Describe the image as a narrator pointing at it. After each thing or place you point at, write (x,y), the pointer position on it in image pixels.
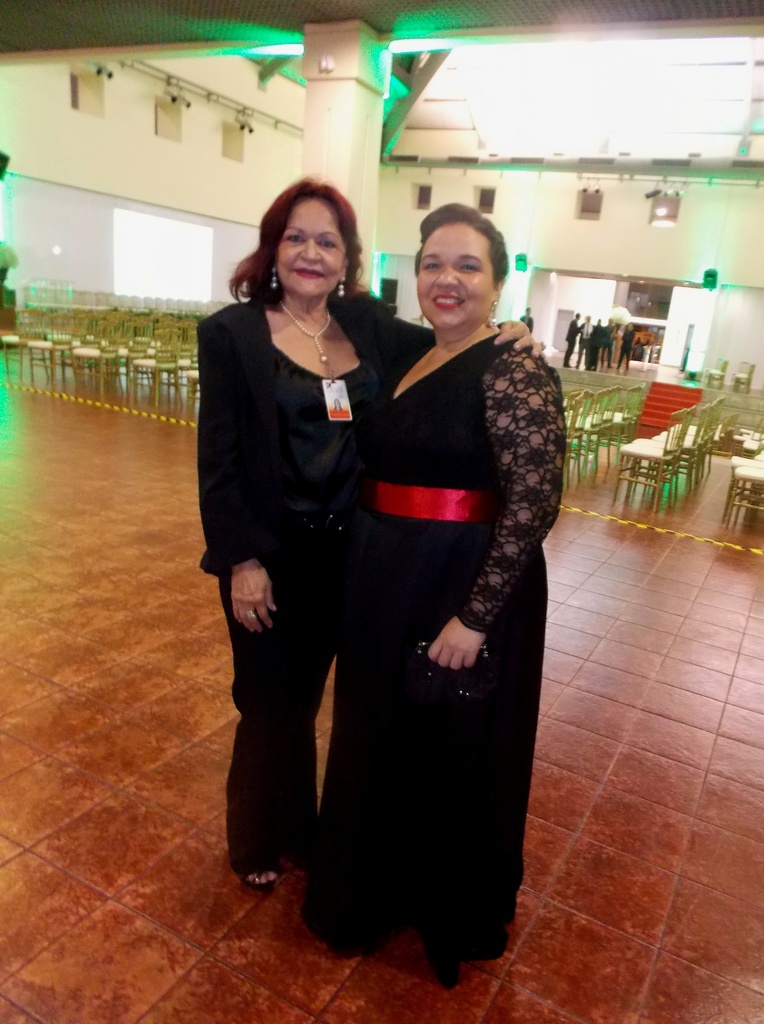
In this image we can see two persons (368,523) wearing black color dress (326,437) hugging each other and in the background of the image (589,336) there are some chairs (617,455), there are some persons (530,319) standing, wall (506,180), cameras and windows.
